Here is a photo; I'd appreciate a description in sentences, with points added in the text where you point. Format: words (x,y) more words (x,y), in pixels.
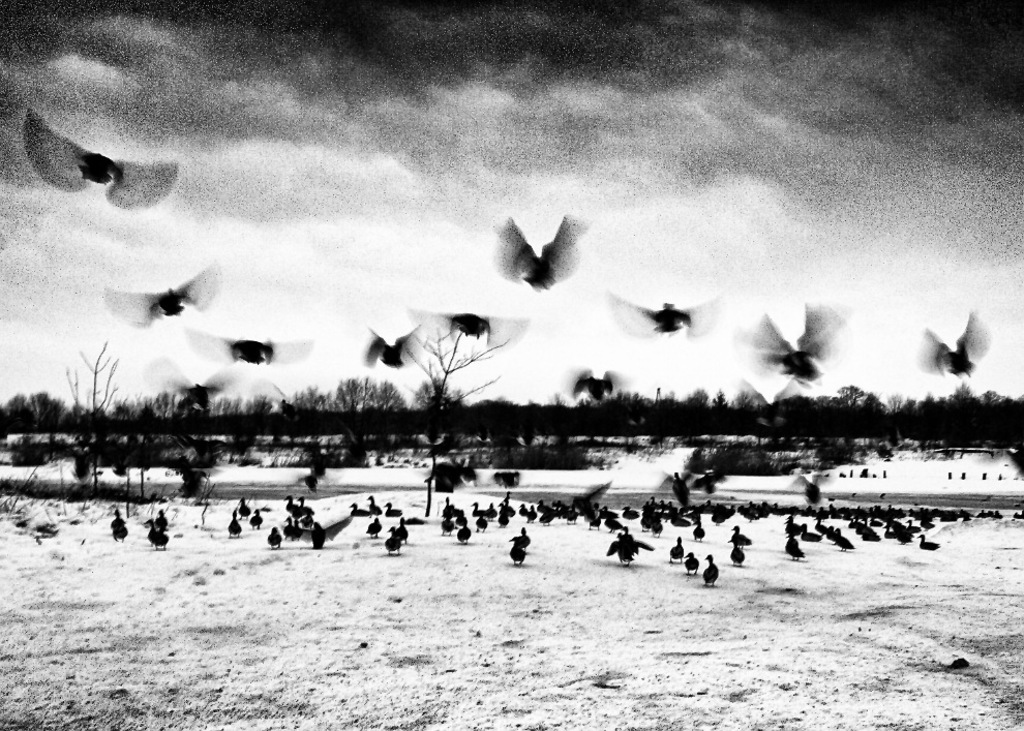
In the foreground of this image (712,568), there are few birds (733,549) on the ground (725,555) and few are flying in the air (162,251). In the background (524,362), there are trees (813,415), sky (680,233) and the cloud (446,60).
